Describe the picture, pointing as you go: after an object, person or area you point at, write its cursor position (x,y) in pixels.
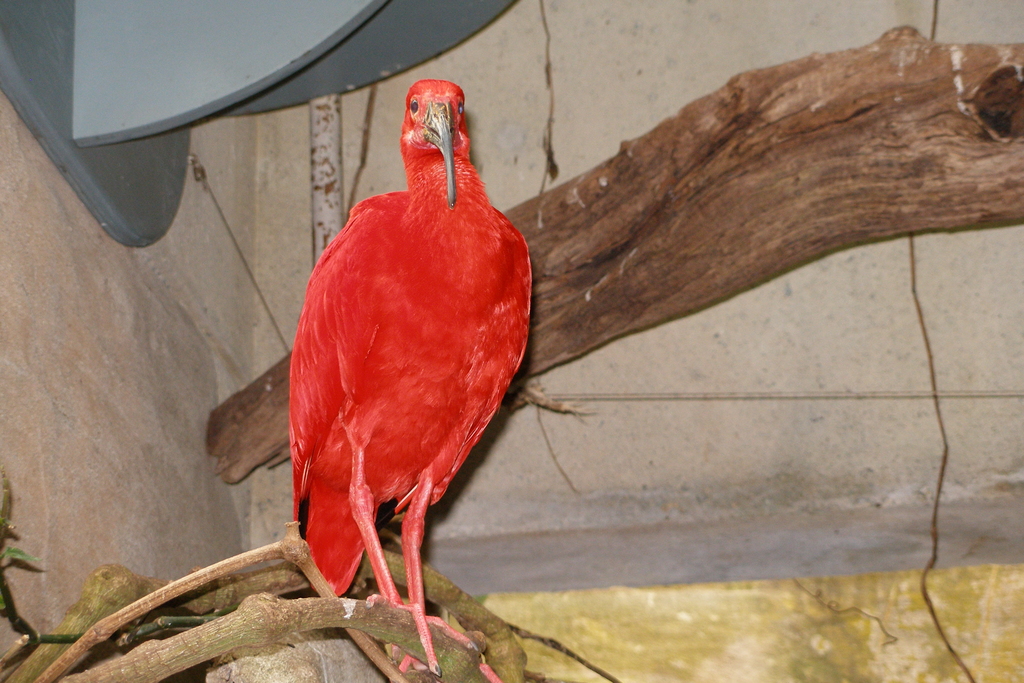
In the image we can see a bird (512,360), red in color. Here we can see tree branches (540,271) and the wall (80,413).
